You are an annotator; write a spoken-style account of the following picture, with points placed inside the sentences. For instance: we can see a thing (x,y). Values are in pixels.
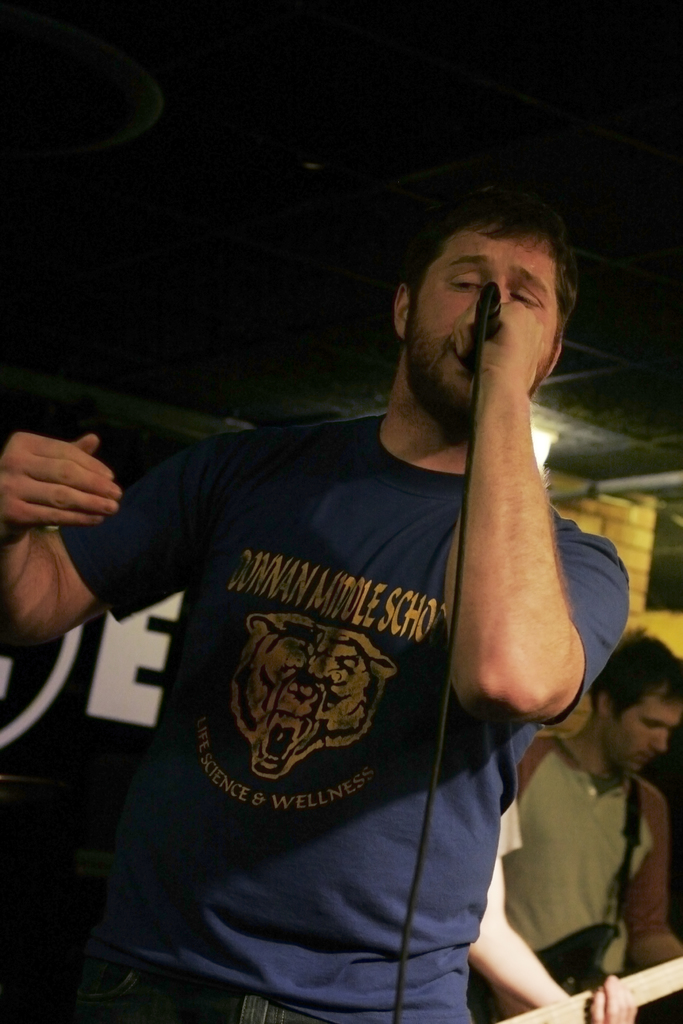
In the image we can see there is a man (455,492) who is holding mic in his hand (502,362) and another man (562,917) is standing and holding guitar (656,982) in his hand (598,997).
